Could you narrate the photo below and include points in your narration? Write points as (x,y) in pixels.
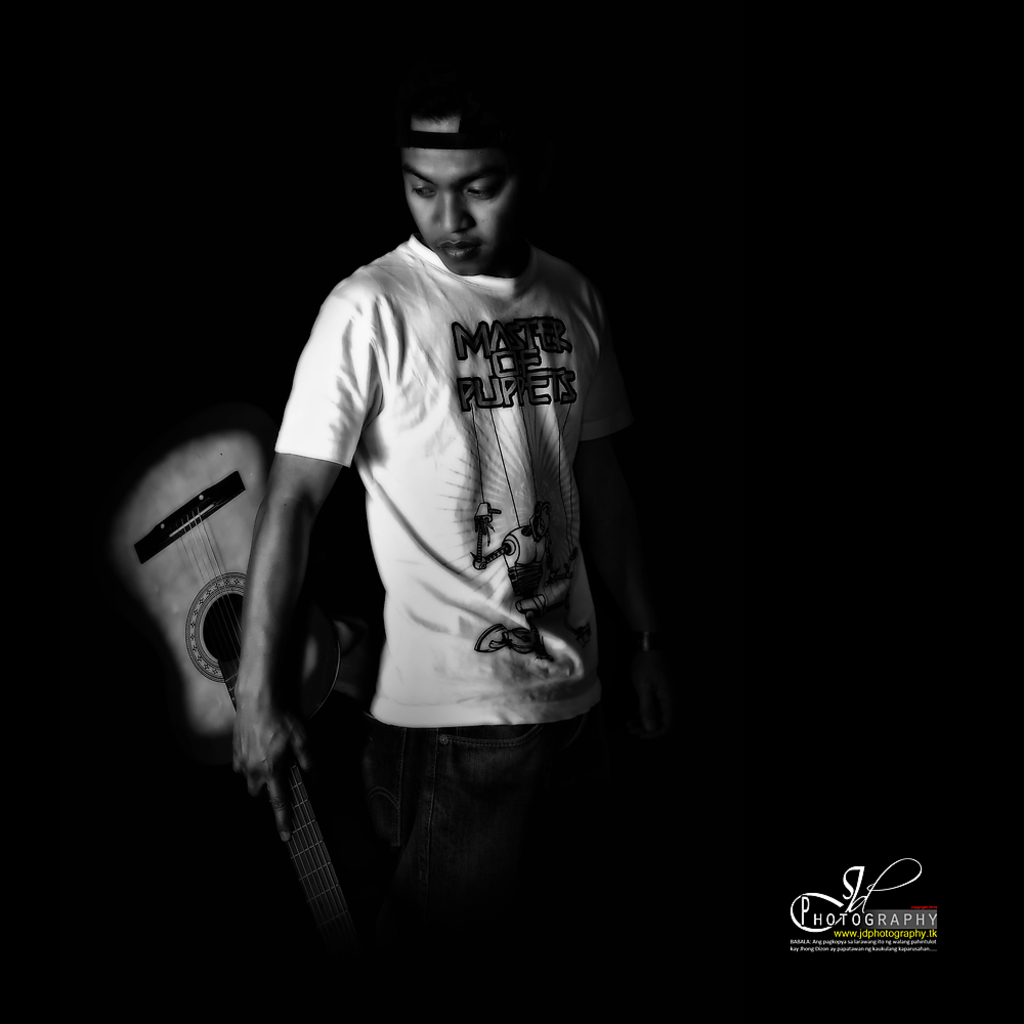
This picture shows a boy (432,259) wearing a cap (466,136), holding a guitar (203,522) in his hand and there is dark in the background (588,153).
